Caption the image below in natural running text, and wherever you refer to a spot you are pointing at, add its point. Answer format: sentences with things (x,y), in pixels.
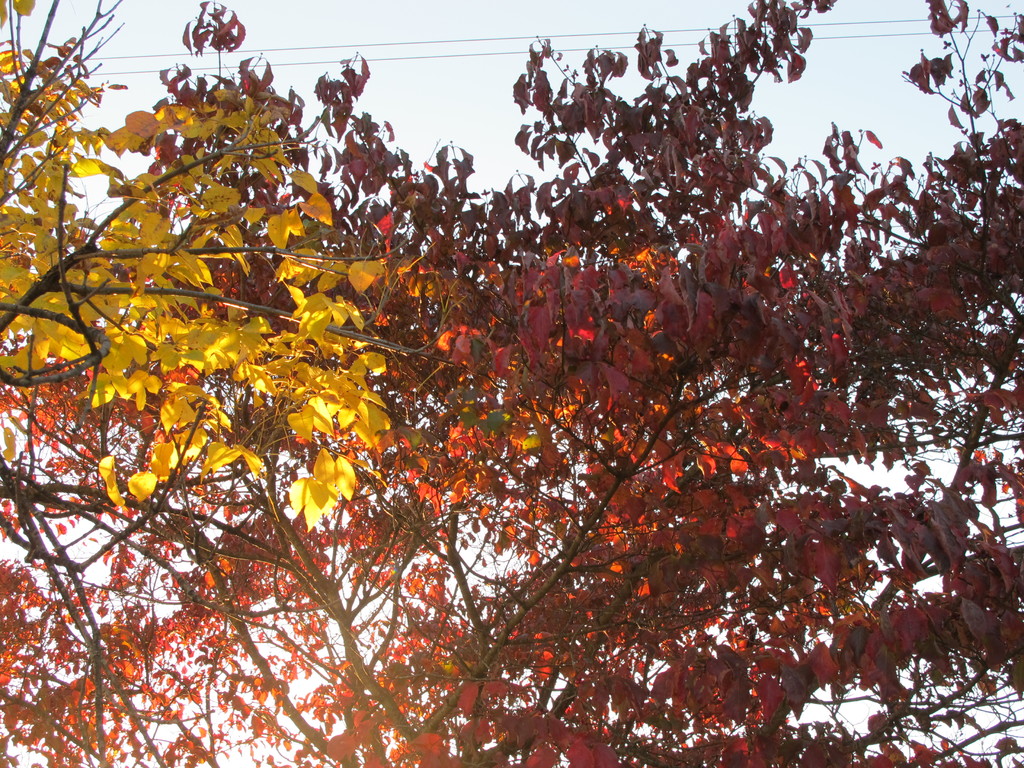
In this image we can see trees (620,359). In the background of the image (479,75) there is the sky (440,78) and cables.
